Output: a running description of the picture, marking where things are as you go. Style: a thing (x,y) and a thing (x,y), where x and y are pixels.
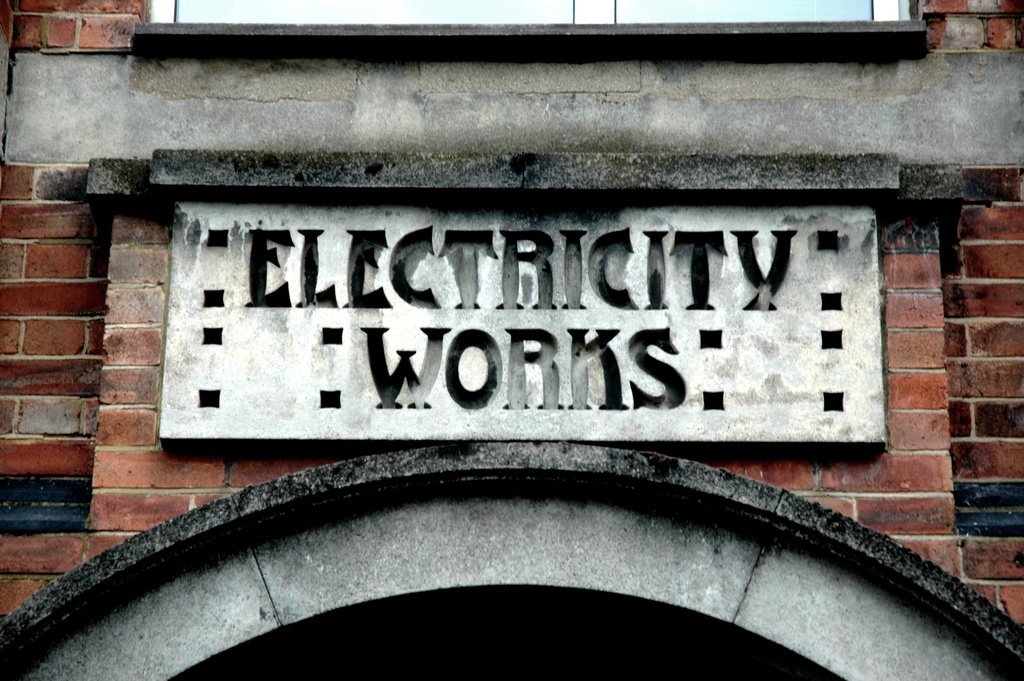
In this image there is a building (114,242) to which there is a name board (554,301). At the top (288,2) there is a glass window (573,14).
